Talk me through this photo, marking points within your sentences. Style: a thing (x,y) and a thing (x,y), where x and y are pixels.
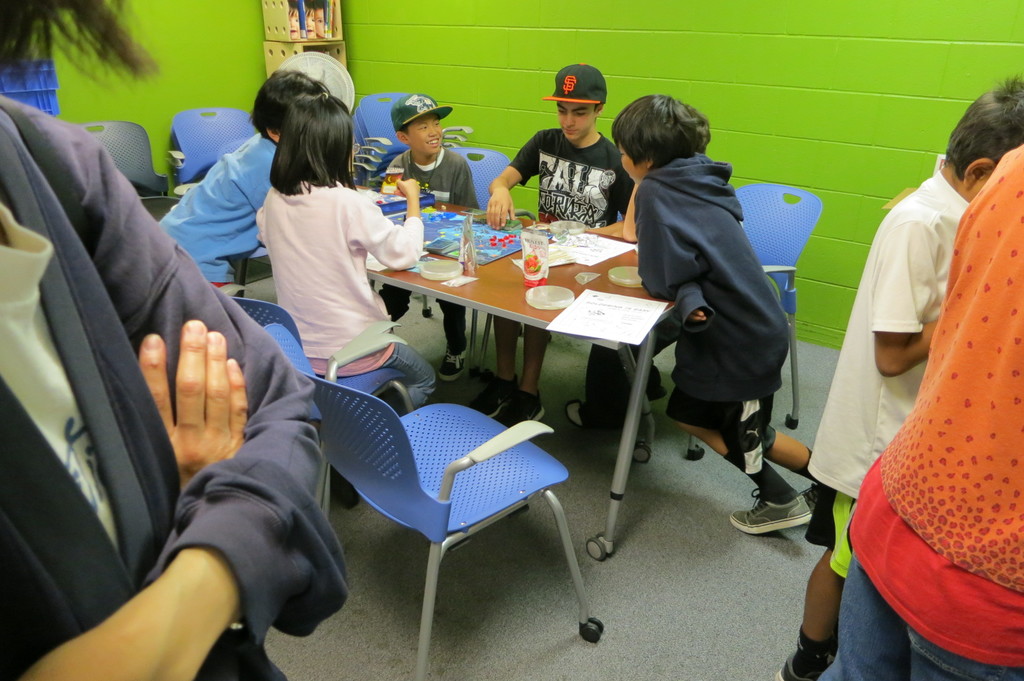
In this image I see number of people (999,174) in which few of them are standing and rest of them are sitting on chairs (147,168) and there is a table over here, on which there are many things (568,310). In the background (382,43) I see the wall (505,116).
